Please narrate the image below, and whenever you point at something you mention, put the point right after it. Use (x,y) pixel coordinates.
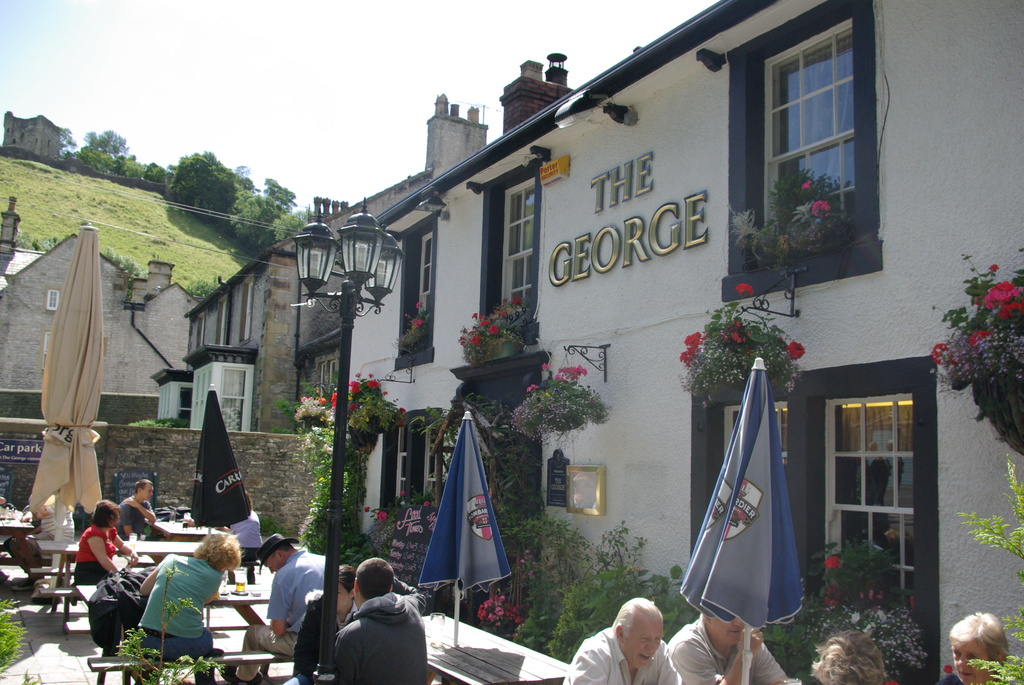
On the bottom of the image (696,669) we can see a group of person (232,551) sitting on the bench (253,653). On the table (228,600) we can see glass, cup (245,590), plates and other object (243,593). Here we can see street light (352,269) and umbrellas (453,486) which is near to the tables (478,684). On the right (1018,303) we can see door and plants (786,351). Here we can see some red and pink color flowers (566,369). On the background (452,313) we can see a building (154,319) and mountain (86,186). Here we can see some trees (214,195). On the top (356,92) there is a sky (317,40).
